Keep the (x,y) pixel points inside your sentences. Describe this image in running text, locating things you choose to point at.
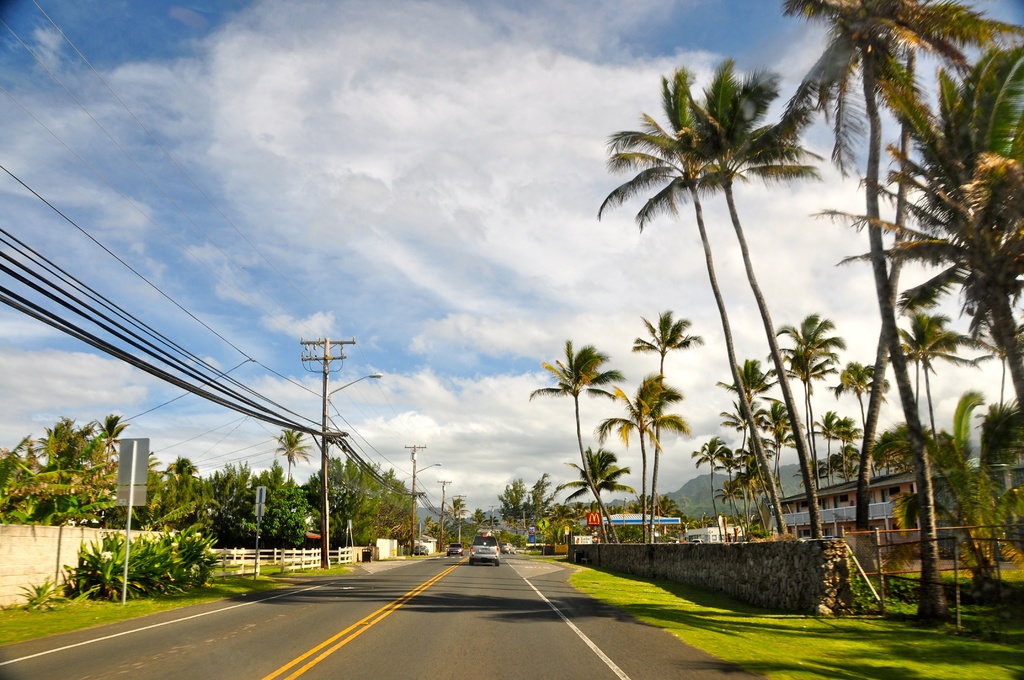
In the center of the image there is a road (505,617) and we can see cars (461,550) on the road (364,625). In the background (814,495) there are trees (926,591), building (824,504), fence (868,540), wires (217,388) and sky (282,295).
